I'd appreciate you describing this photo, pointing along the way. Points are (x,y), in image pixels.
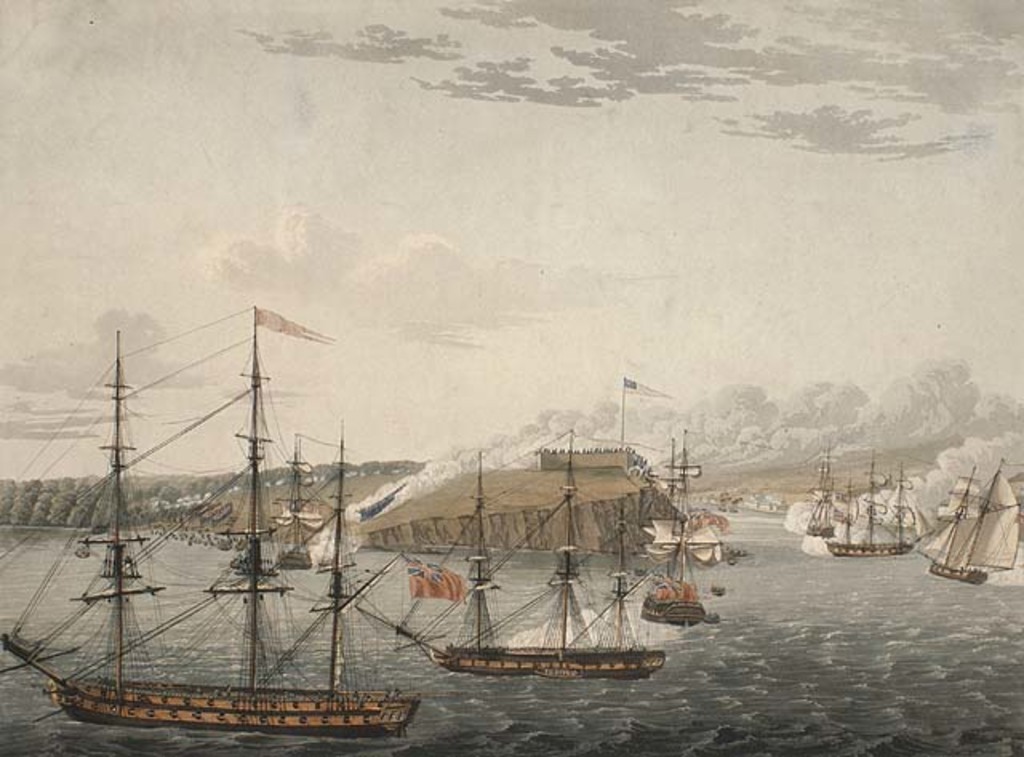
This is a painting. In this picture we can see few boats (988,539) in water (536,582). There are some flags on these boats (619,663). We can see smoke (728,431). There is some greenery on the left side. Sky (655,110) is cloudy.
